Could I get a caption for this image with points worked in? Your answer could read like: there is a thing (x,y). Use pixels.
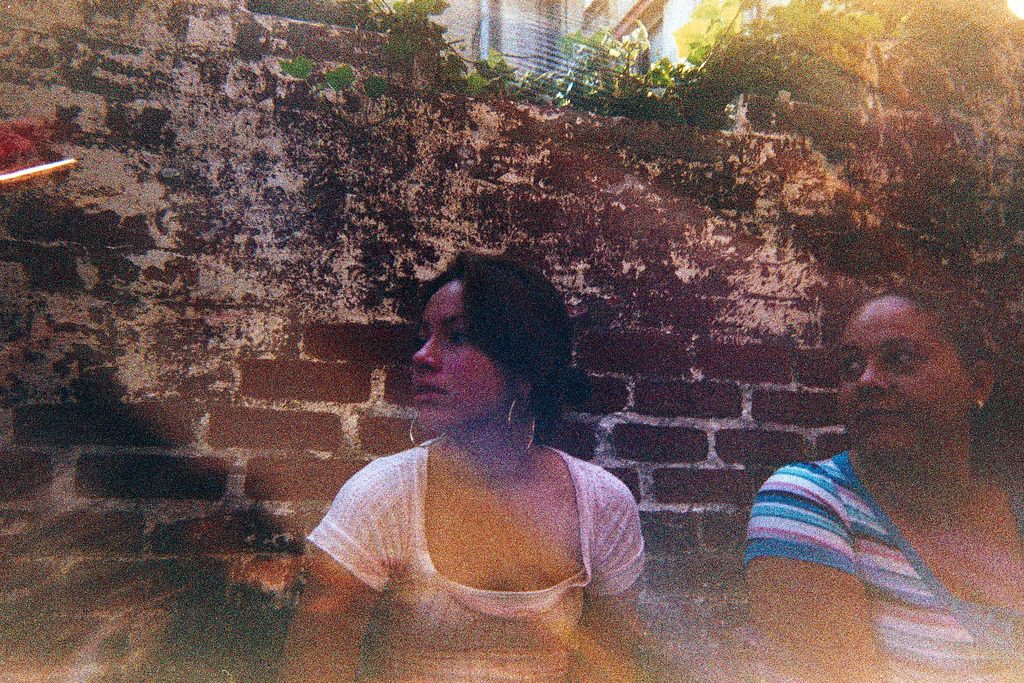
This image is an edited image. This image is taken outdoors. In the background (486,243) there is a wall (269,263) and there is a creeper (568,71) with leaves (581,58) and stems (618,75). On the right side of the image (860,342) there is a woman (877,481). In the middle of the image (441,415) there is a girl (467,411).
